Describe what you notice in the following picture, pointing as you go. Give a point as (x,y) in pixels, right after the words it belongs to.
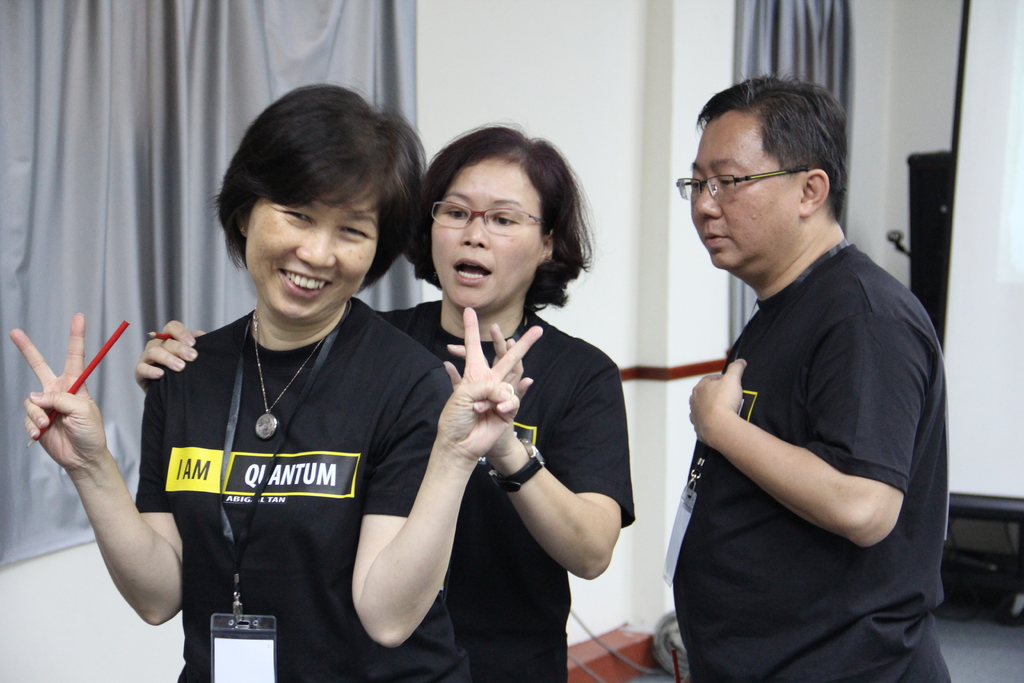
This image consists of three persons (305,446) wearing black T-shirts (504,524). In the background (669,131), there is a wall (514,100) along with window curtains (397,60). At the bottom (962,653), there is a floor (993,653). To the right (968,246), there is a screen (985,296).
